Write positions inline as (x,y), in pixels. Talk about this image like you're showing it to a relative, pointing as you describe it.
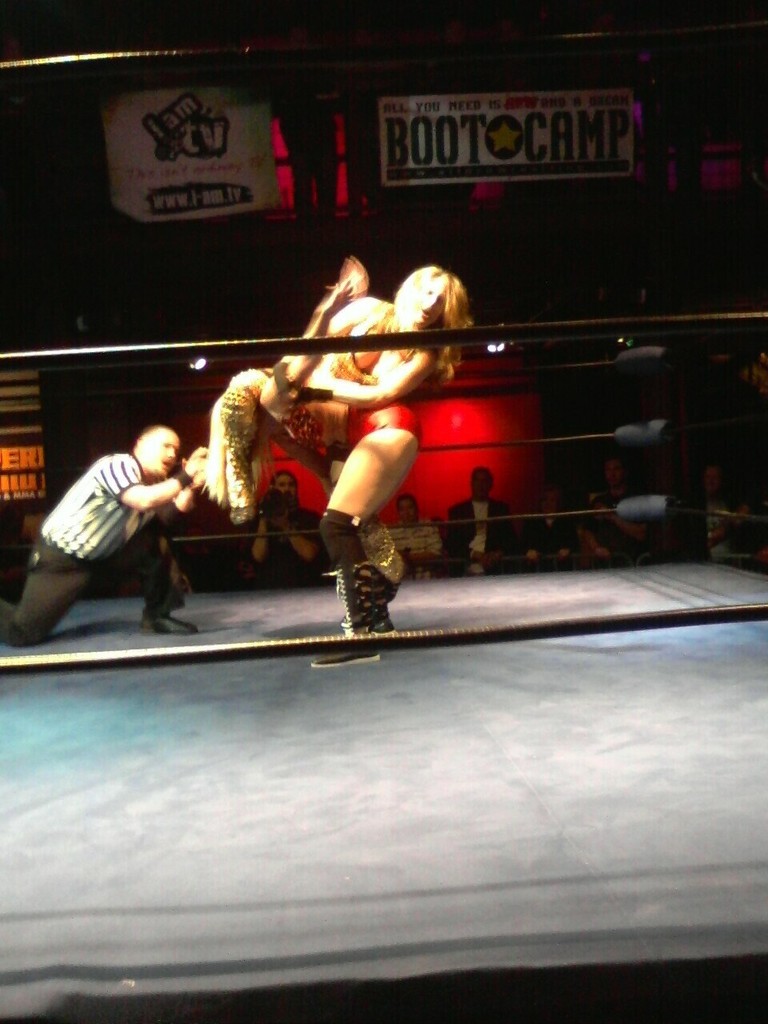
In this image there is a wrestling ring (600,729) towards the bottom of the image (434,832), there are two women (347,422) fighting, there is a man (310,533) standing, he is holding an object (270,516), there is a man (116,521) in the wrestling ring (302,616), there are boards (195,162), there is text (469,132) on the boards (158,122), there are lights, there is a wall (513,416) behind the man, there is an object (148,54) towards the top of the image (312,48).
